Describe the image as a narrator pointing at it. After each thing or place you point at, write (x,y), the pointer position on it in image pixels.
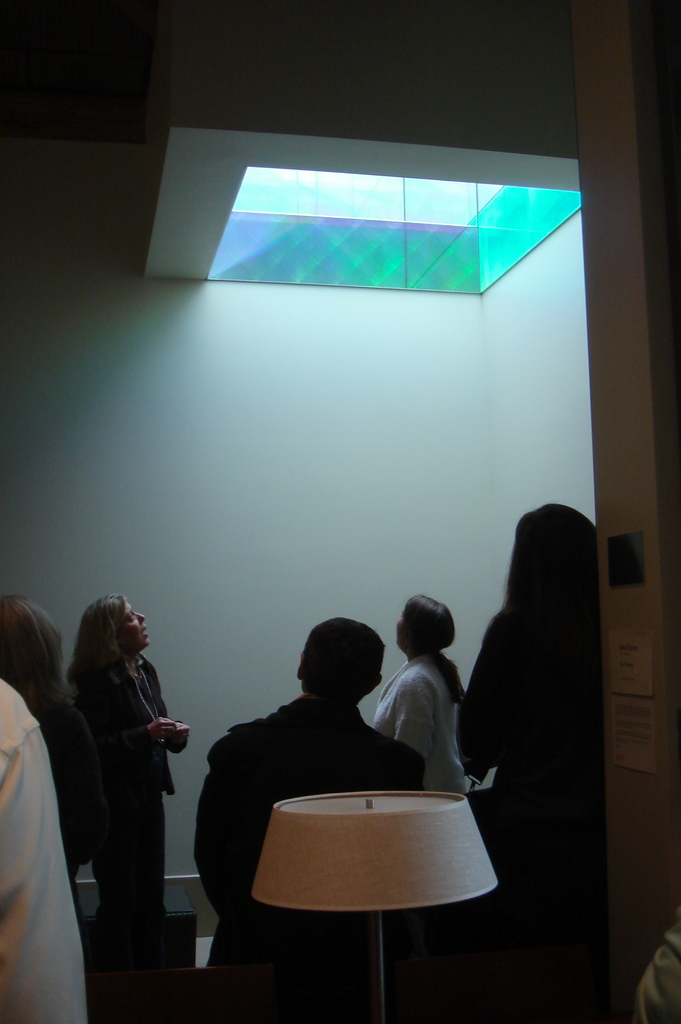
In this image I can see number of persons (34,732) standing, a lamp (418,815) and a white colored wall (255,511). To the top of the image (433,289) I can see the green and blue colored surface (409,243) and light (384,212) in it. I can see the dark colored background (138,58).
